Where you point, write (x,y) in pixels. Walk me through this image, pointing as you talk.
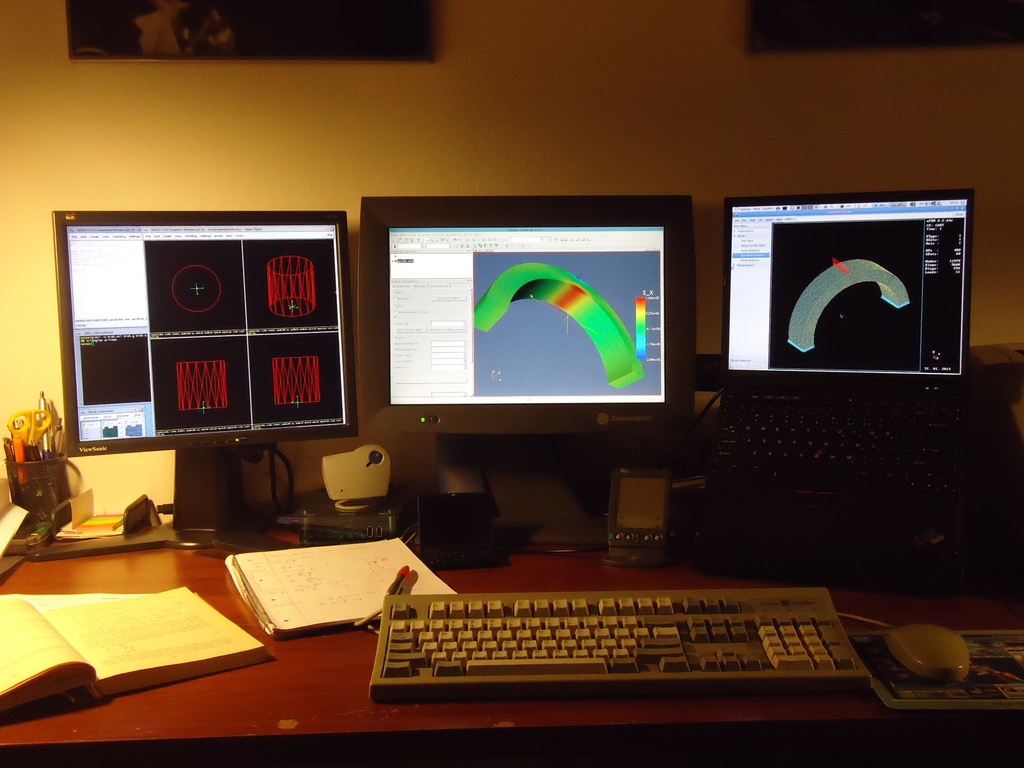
In this picture we have 3 computers (188,517), 1 key board (612,613), 1 mouse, some small devices (433,491), 1 pen stand (31,456), 2 books (370,547) ,1 pen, at the wall (251,188) we have 2 photo frames (282,32) attached to it.
